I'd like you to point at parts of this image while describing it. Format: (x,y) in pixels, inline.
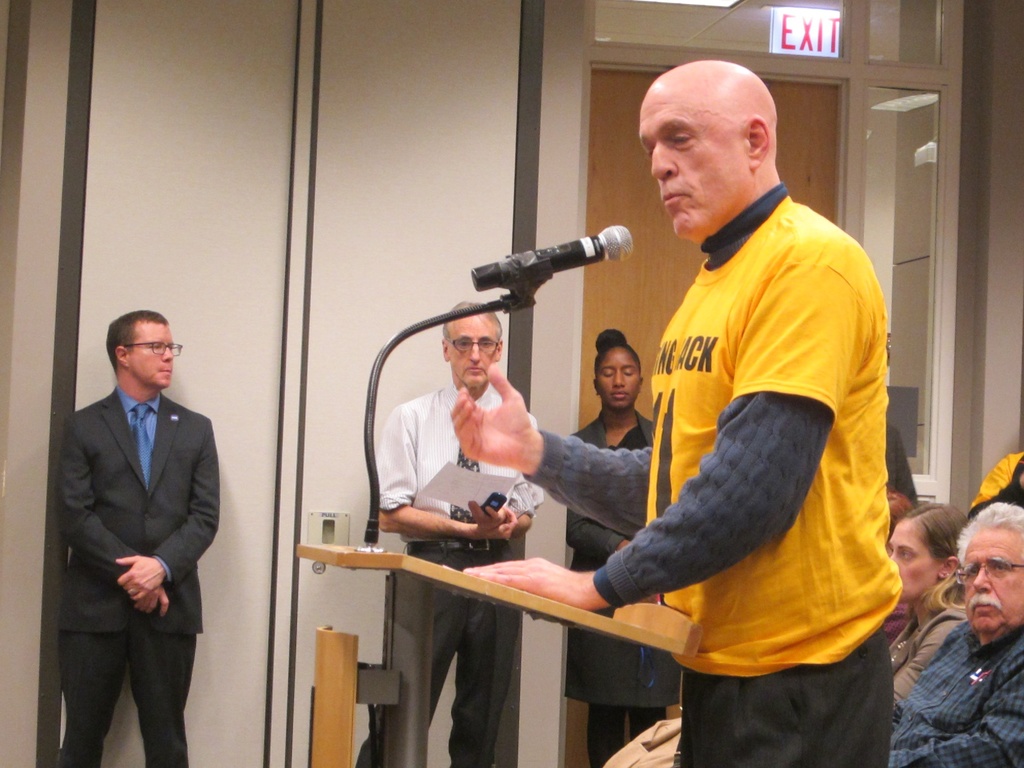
In this image I can see few people (985,611) sitting and few people (533,431) standing. In front (733,474) I can see a person (733,361) standing and wearing yellow shirt (749,341). I can see a mic (502,279), stand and podium (443,571). Back I can see a wall (457,67).
